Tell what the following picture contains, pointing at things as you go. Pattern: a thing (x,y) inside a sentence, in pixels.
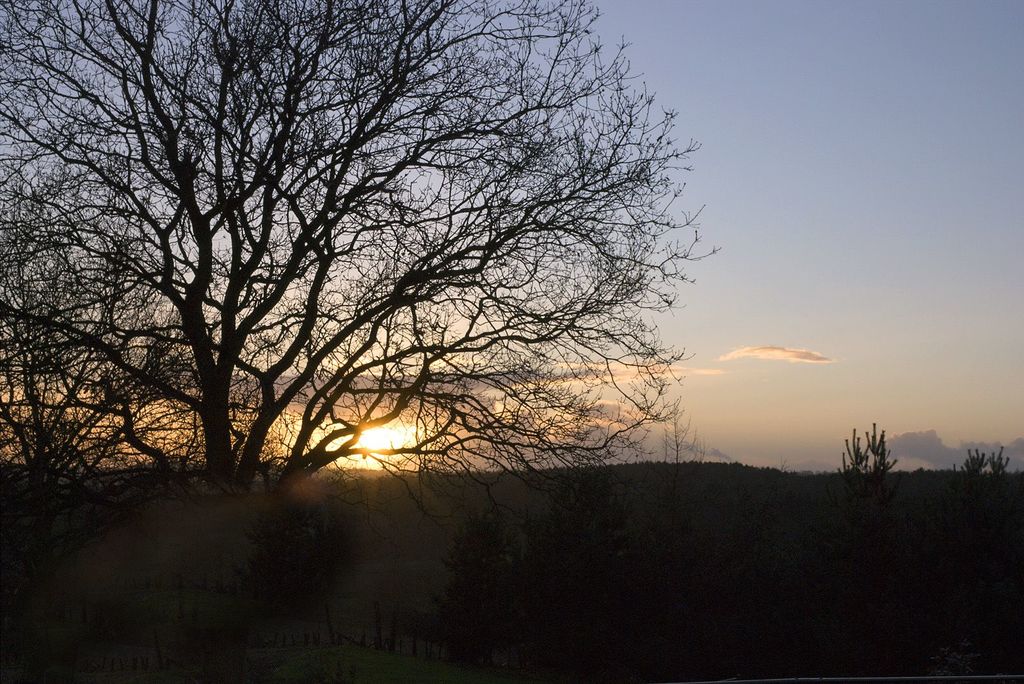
In the foreground of the picture (436,472) we can see trees (308,566). At the bottom (395,558) it is dark. In the background (773,277) we can see sky (751,250) and sun (383,444).
